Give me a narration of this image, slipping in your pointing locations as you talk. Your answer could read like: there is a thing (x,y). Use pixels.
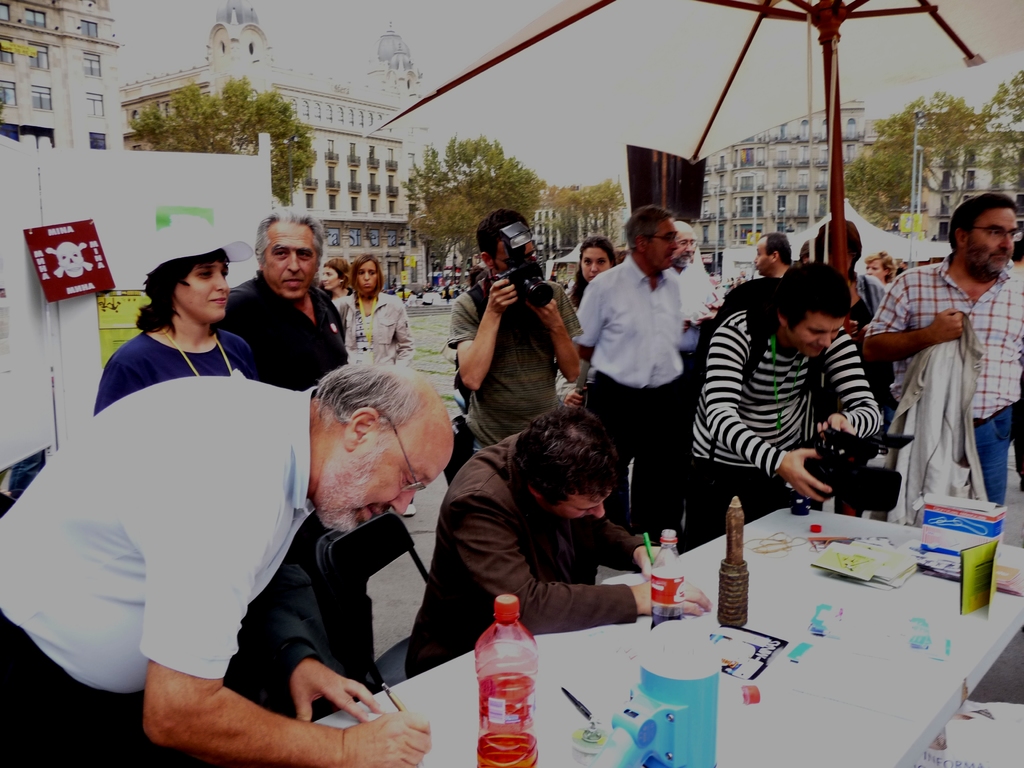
This is a picture taken in the outdoors. There are group of people (512,368) standing on the floor (407,618) and two people (536,309) are holding cameras (826,468) and a man (473,531) in brown shirt (454,544) was sitting on a chair (402,649). In front of the people (561,391) there is a table (760,691) on the table (757,715) there are bottles (516,706), jar (671,698), papers (874,565) and boxes (931,538). Behind the people (274,428) there is a board (135,268) with a danger sign board (67,261), trees (467,193), building (397,199) and sky (340,33).
